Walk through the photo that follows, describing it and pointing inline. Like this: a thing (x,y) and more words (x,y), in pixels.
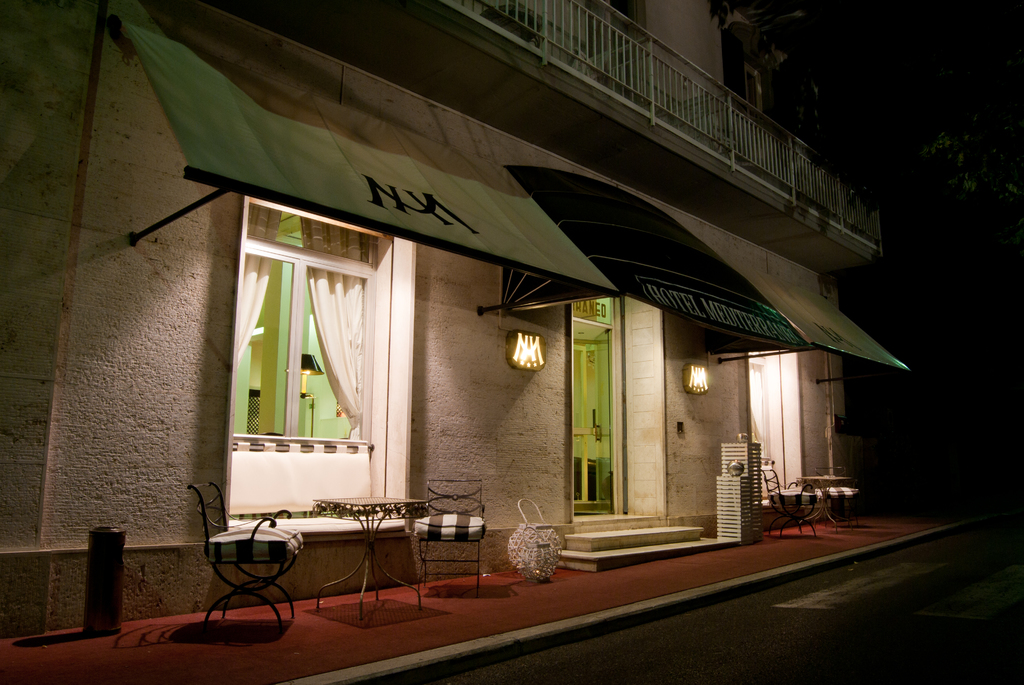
In this image in the center (559,305) there is one building (776,434) and windows (296,386) and doors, at the bottom (808,488) there are tables (363,542) and chairs (776,492) and some other objects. On the right side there are some trees (765,46), at the bottom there is a walkway (820,523).
